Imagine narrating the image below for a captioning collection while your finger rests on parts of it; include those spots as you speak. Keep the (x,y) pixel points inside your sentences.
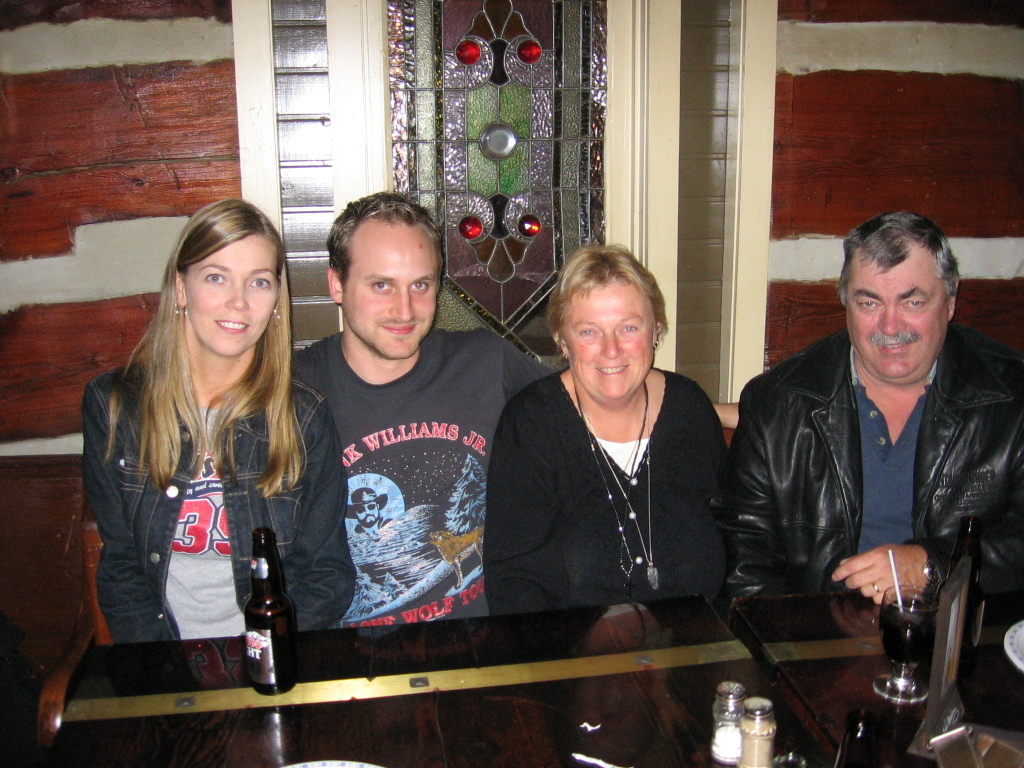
In this image there are four people (522,491) sitting in front of the table (513,641) with a smile on their face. On the table (208,711) there is a bottle (277,651), glass (896,651) of drink (907,632) with straw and some other objects (736,729).
